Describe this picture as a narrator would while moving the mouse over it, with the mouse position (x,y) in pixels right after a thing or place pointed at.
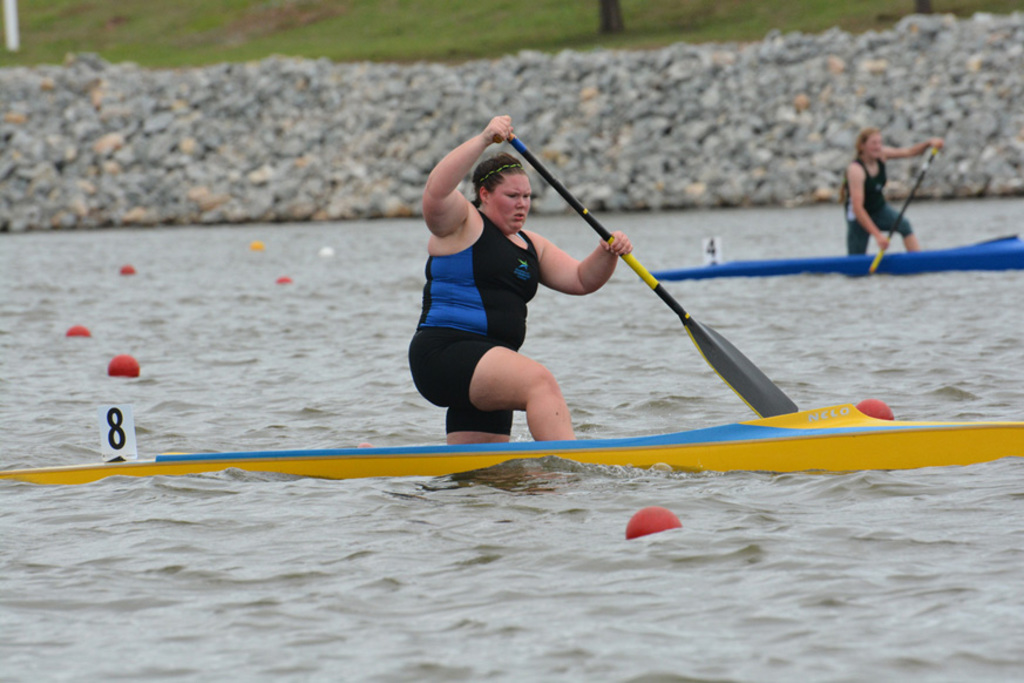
In this image I can see two women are paddling their boats (194,460) are holding numbers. I can see some balls (129,270) floating in the river water (913,520). I can see the rocks (891,51) at the top of the image (944,62). I can see some green garden (467,34) just above the rocks (848,47).
